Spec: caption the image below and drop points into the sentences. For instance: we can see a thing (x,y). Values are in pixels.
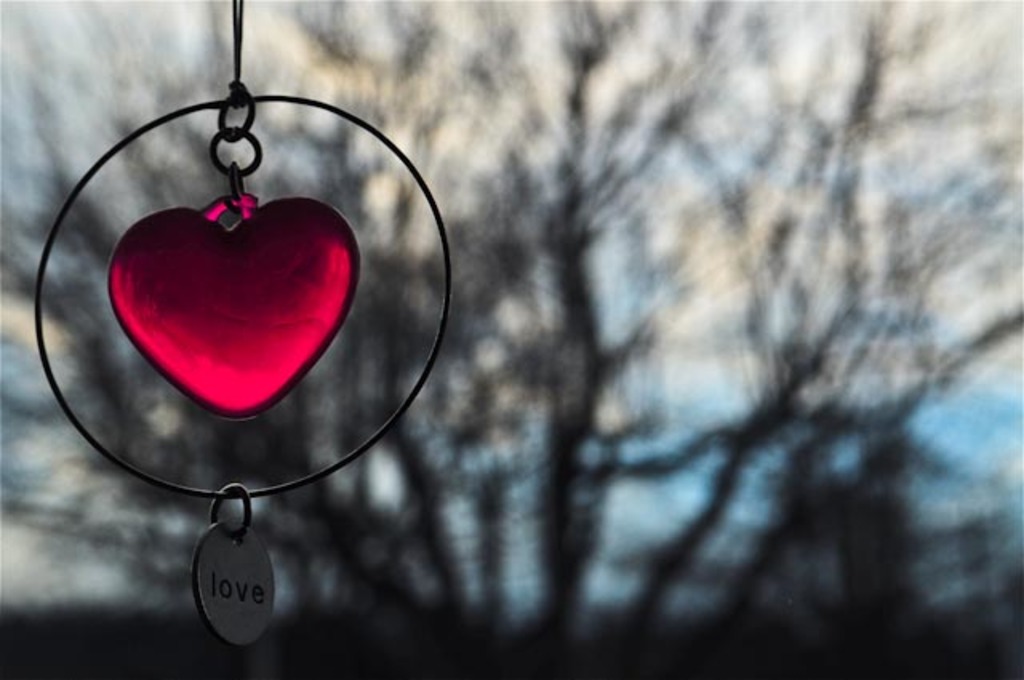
In this image I can see an object (241,279) in red and black color. In the background (765,274) I can see few trees (489,509) and the sky (681,254) is in blue and white color.
